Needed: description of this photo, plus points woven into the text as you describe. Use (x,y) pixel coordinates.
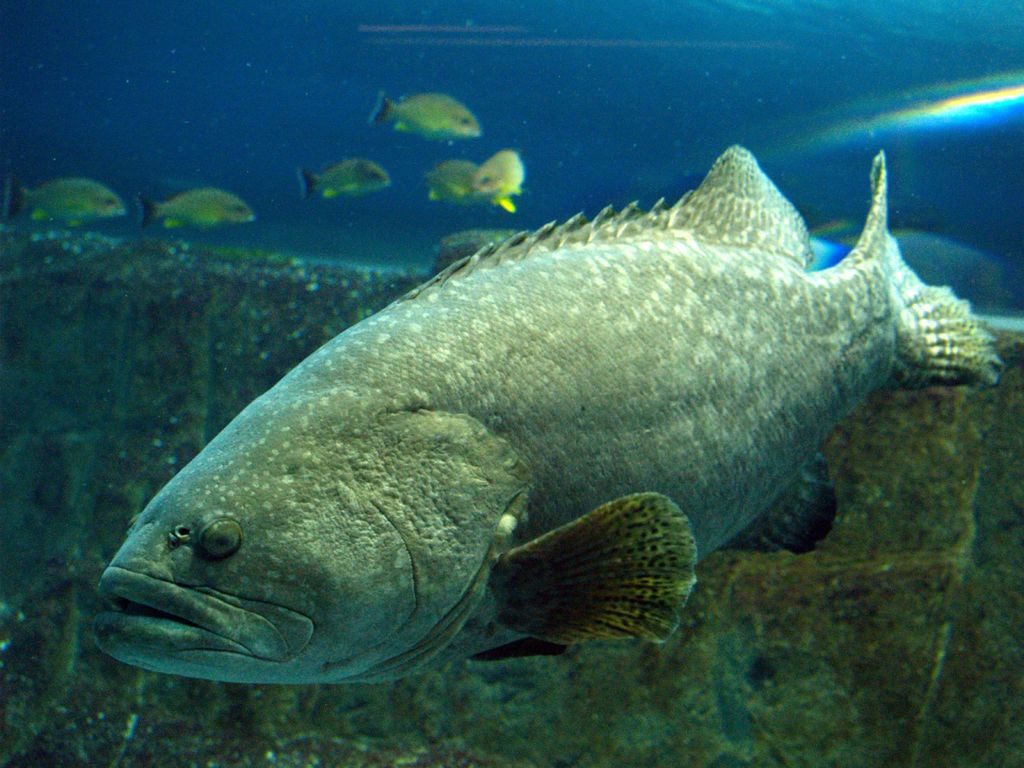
In the given image i can see the fishes (414,400) and the greenery (34,299).
